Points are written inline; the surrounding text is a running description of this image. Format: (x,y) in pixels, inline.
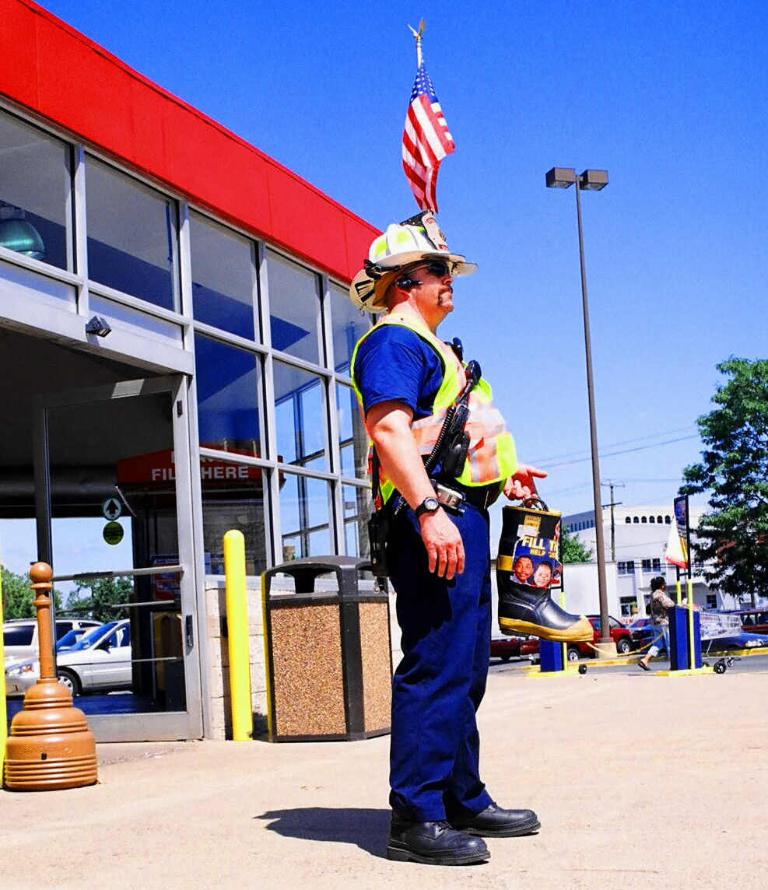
In this image, we can see a man (474,744) is holding some object (527,598) and wearing a hat (401,248). He is standing on the walkway (564,855). Background (648,578) we can see few houses (630,558), glass objects (218,564), door (127,575), poles (0,663), dustbin (308,648), vehicles (648,637), trees (730,588), banners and sky (543,266). Here there is a flag (421,127). On the right side of the image (655,632), we can see a person (660,646) is walking.
